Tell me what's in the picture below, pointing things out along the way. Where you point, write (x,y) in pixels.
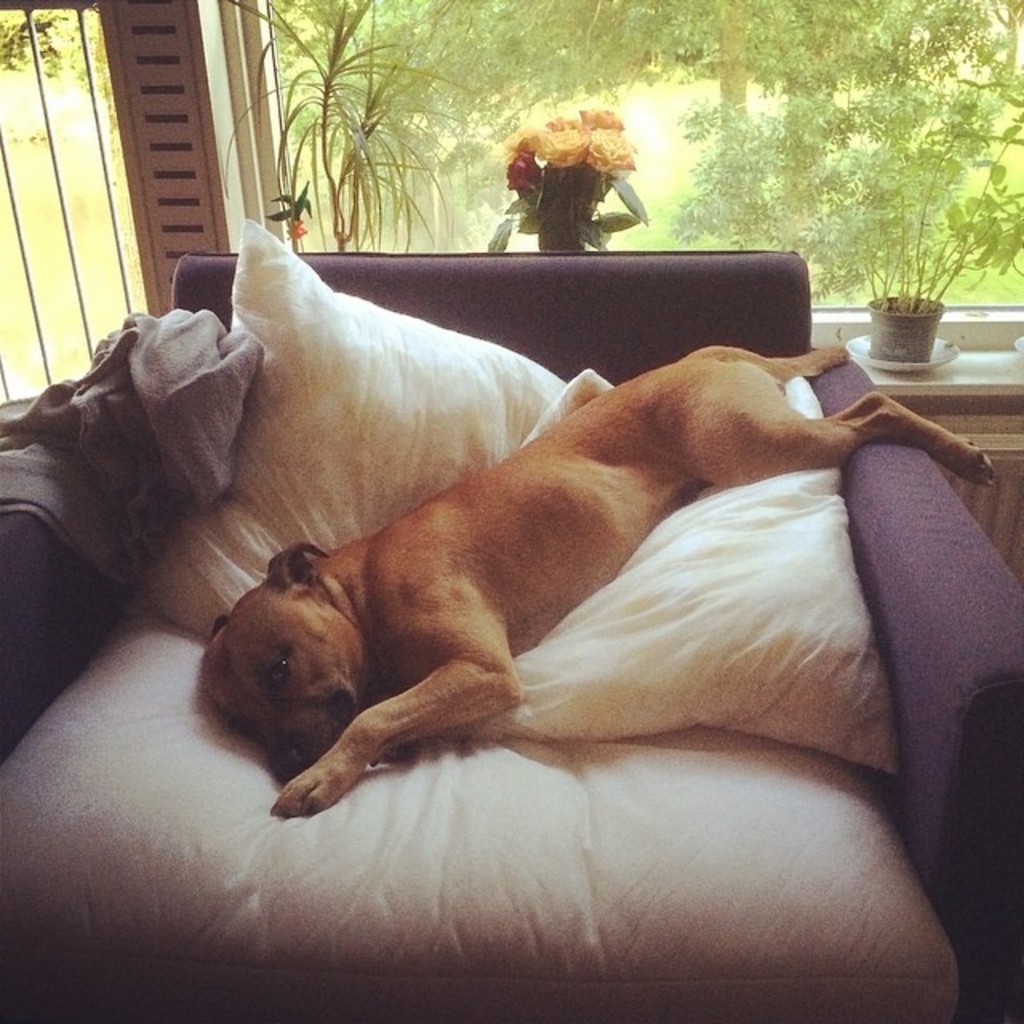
This picture is clicked inside the room (178,1). In the center (594,518) we can see a dog (577,453) lying on a couch (101,599) and we can see the cushions (329,451), house plants (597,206), flowers (562,159) and some other objects (136,558). In the background (688,88) we can see the window (716,225) and through the window (751,197) we can see the green grass (667,100), plants (727,122) and trees (478,13).
